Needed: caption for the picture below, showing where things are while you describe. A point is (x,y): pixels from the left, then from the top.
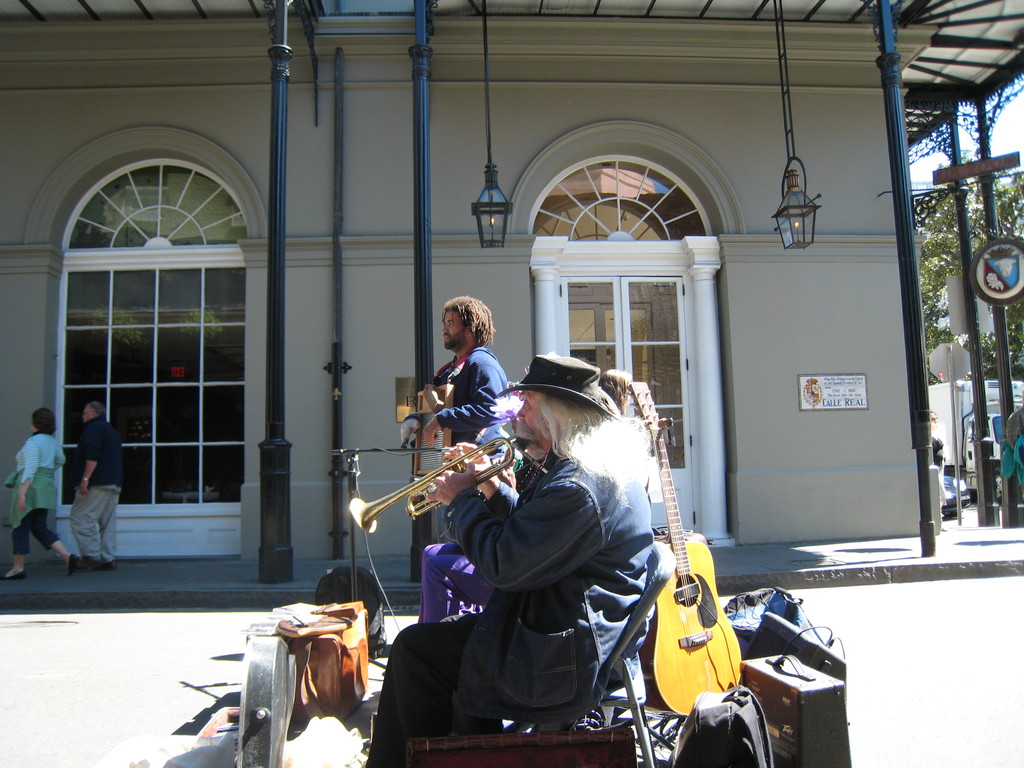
In this picture we can see a group of people (472,684) where two are walking on a footpath (215,573) and a man (567,503) playing a trumpet (511,442) with his hands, guitar (699,653), boxes (787,641), bag (738,603), vehicle (987,383), poles (424,535), building (469,215) with windows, lamps (486,203), name board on the wall (850,471) and some objects (356,535) and in the background (948,227) we can see trees (998,181), sky (1014,151).
